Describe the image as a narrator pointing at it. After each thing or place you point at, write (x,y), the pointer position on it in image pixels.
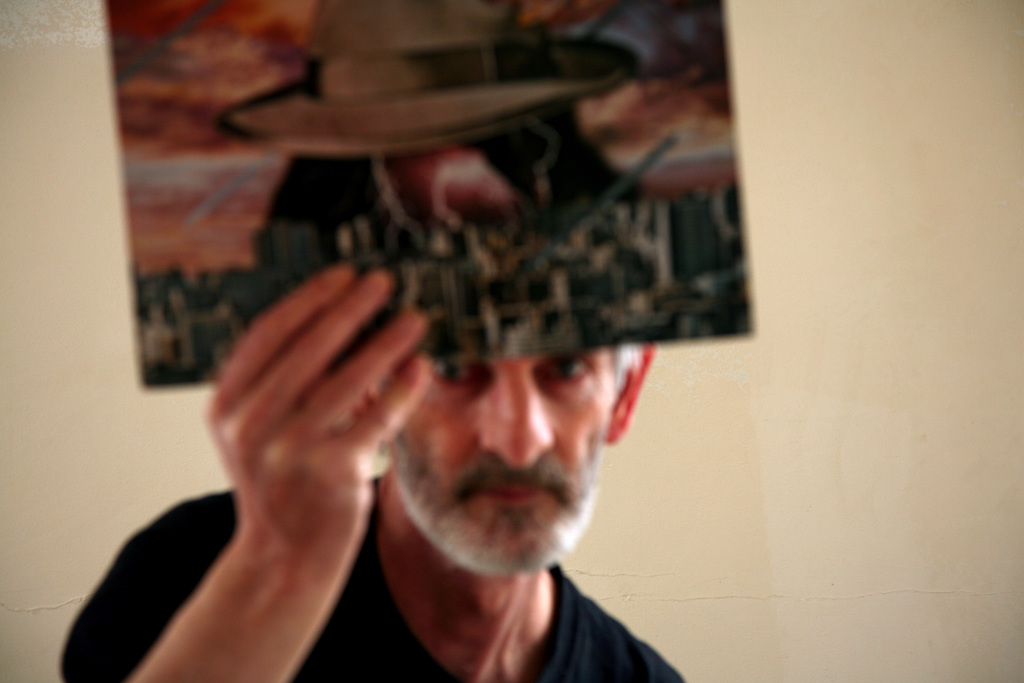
In this image I can see a person (541,397) is holding a multi color board (549,248). Background (784,397) is in cream color.
